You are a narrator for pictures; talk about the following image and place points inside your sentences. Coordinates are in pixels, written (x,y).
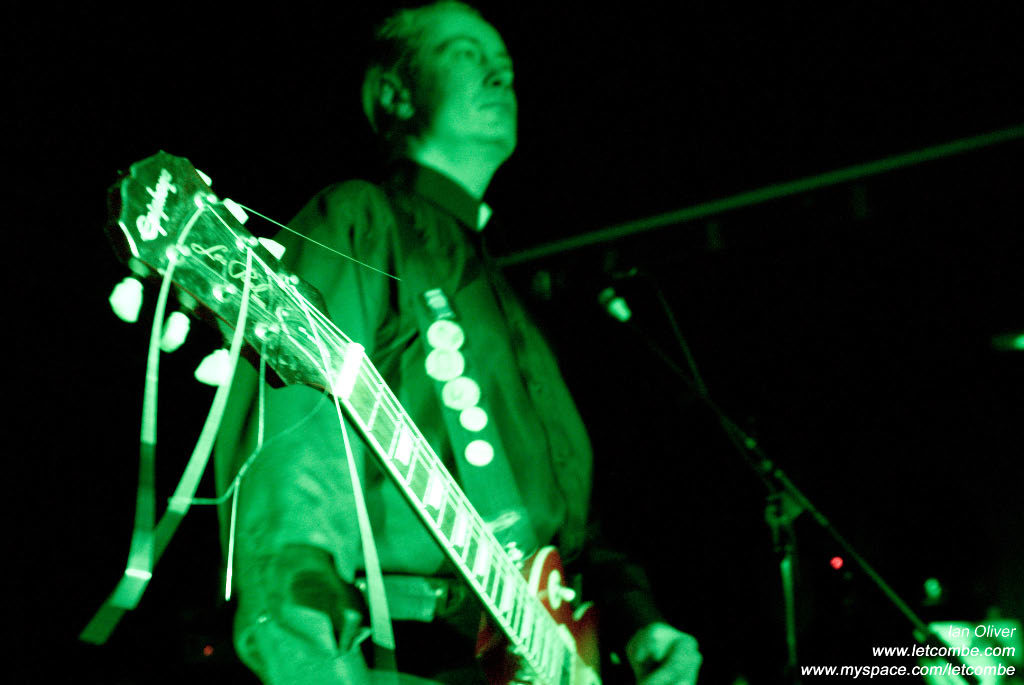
He is standing and he's playing musical instruments (400,442).
